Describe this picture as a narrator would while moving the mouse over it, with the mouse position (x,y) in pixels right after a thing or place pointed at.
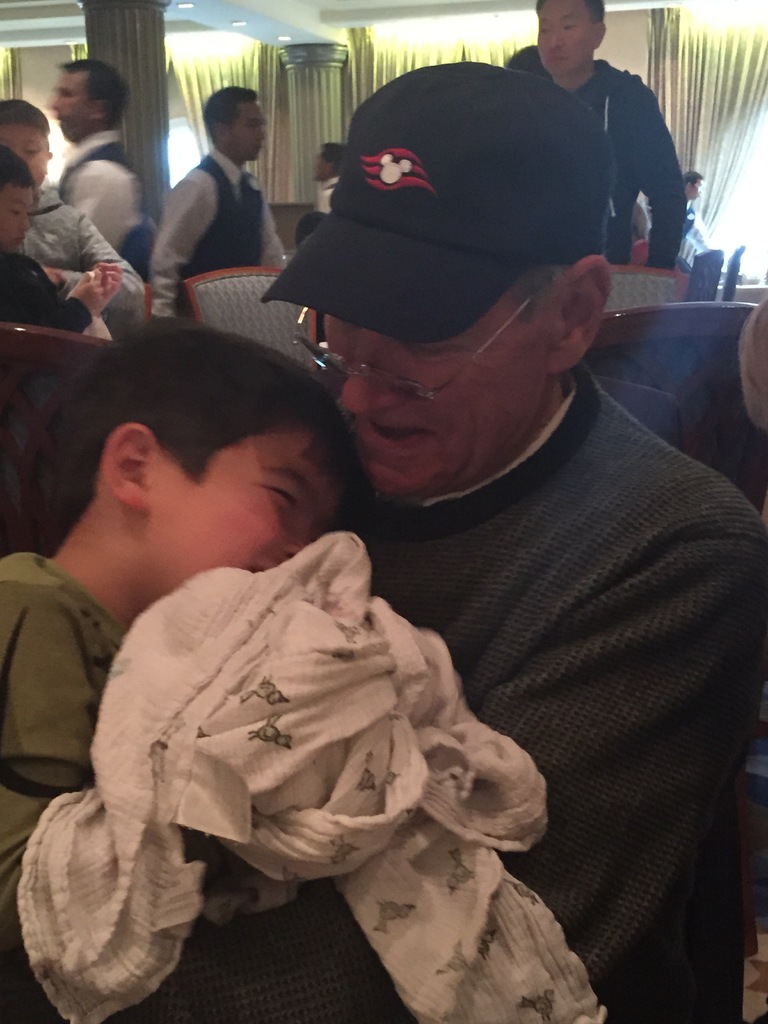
In this image I can see group of people (605,698), some are standing and some are sitting. The person (564,708) in front (635,694) is wearing black color shirt (645,670) and black cap (505,292) and holding a white color cloth (234,641), background (742,167) I can see few pillars (131,90) and the curtains (664,79) are in cream color.
